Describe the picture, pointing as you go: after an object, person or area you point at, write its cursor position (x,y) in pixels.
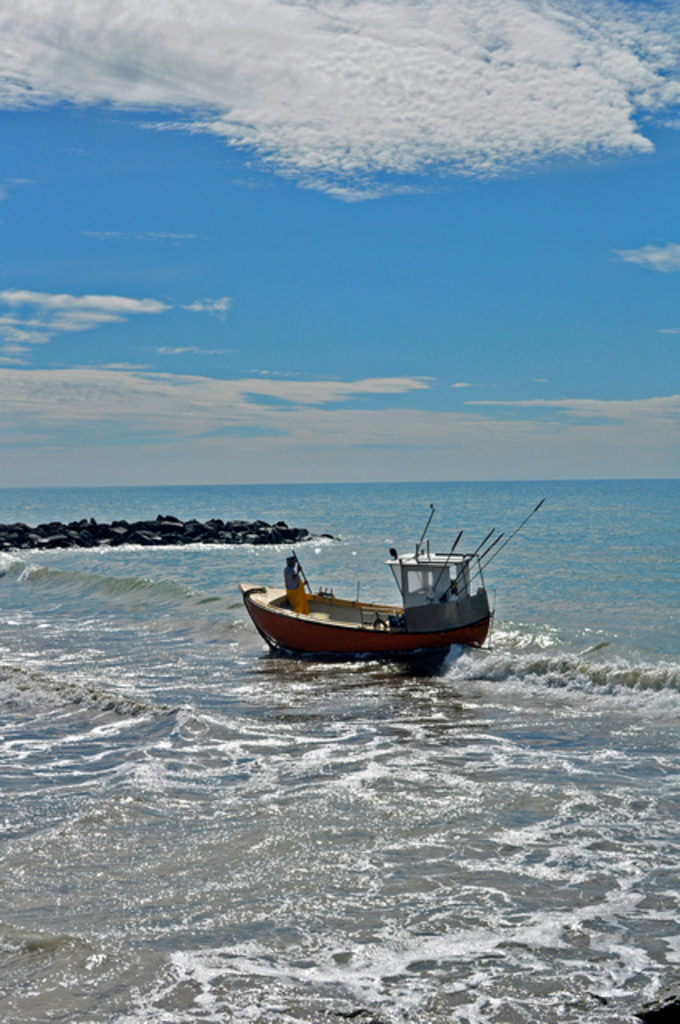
In this image there is the water (265,778). There is a boat (403,632) on the water (485,659). On the boat (301,617) there is a person (295,603). To the left (166,527) there are rocks (145,533). At the top (288,237) there is the sky (312,321).
